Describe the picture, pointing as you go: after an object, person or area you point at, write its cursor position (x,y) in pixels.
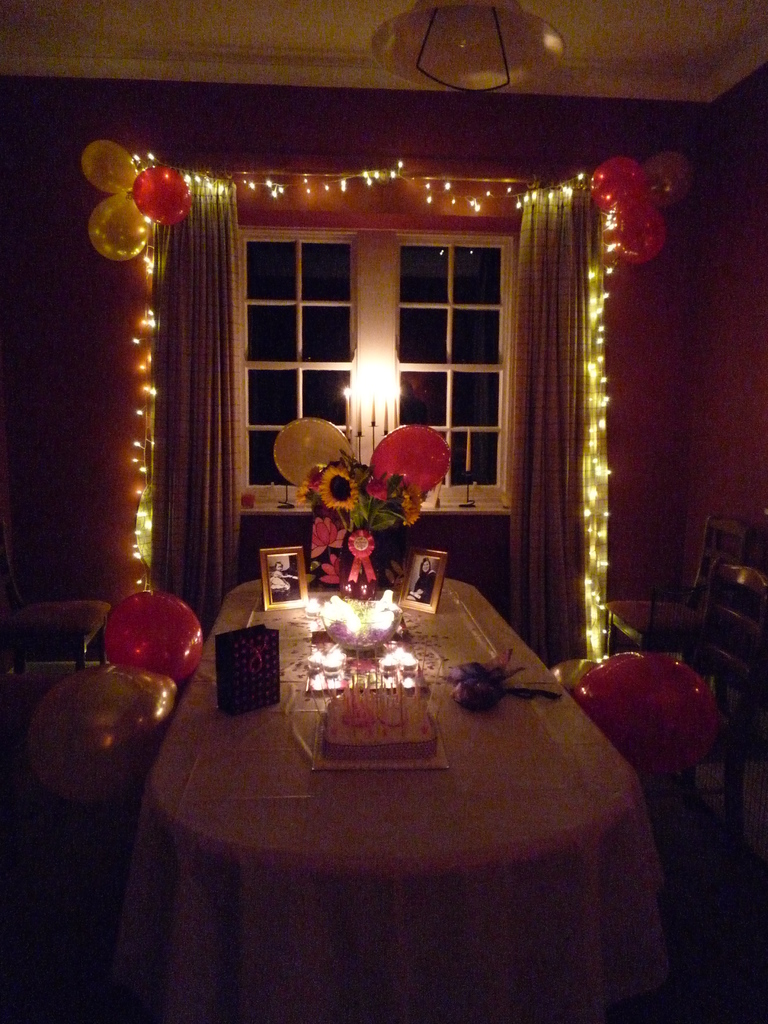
In this image we can see a window (326,353) with the curtain (216,442) and also balloons (114,188) and lights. We can also see the light (467,32) hangs from the ceiling (667,66). We can see the table (342,779) which is covered with the cloth (582,978) and on the table (376,762) we can see the cake (376,714) with the candles (376,714). We can also see a bag (243,662), photo frames (427,570), flower vase (366,590) and also the balloons (123,632). We can see the chairs (674,606), wall (683,369) and also the floor (721,811).
